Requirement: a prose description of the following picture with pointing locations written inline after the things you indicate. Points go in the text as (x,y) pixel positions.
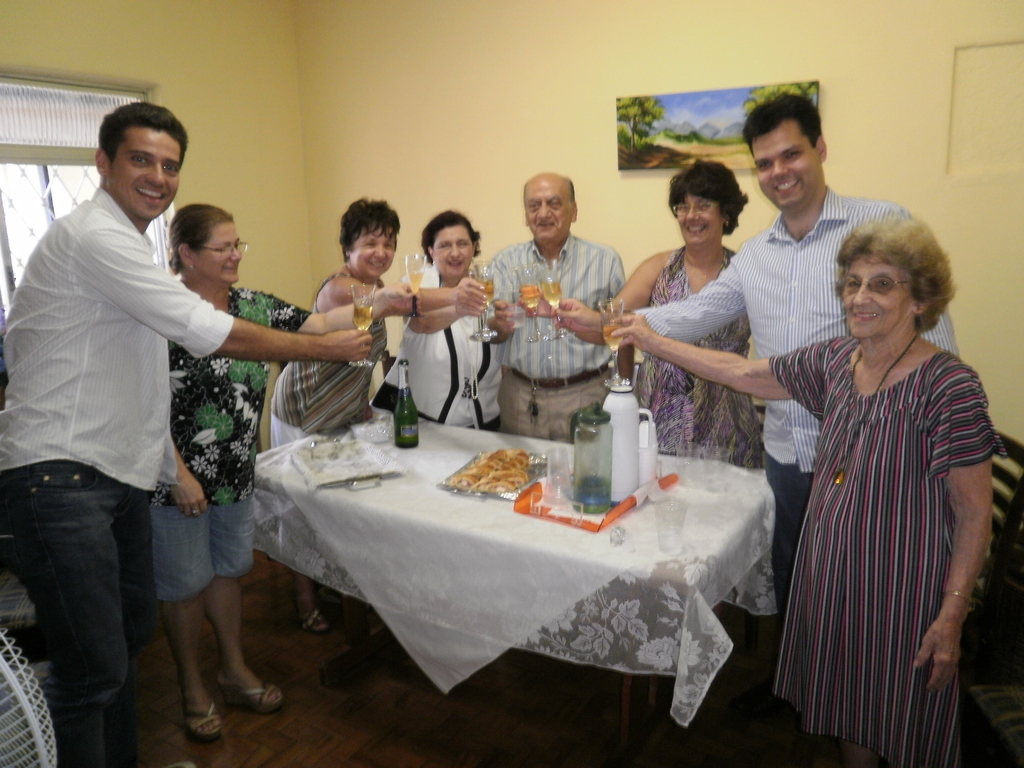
There is a group of people (458,246). They are standing. They are smiling. Some persons (200,565) are wearing spectacles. They are holding a glass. There is a table (444,465). There is a glass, flask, bottle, food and cloth (424,466) on a table (747,484). We can see in background (97,178) wall (580,135), window (51,205) and photo frame (708,135).
